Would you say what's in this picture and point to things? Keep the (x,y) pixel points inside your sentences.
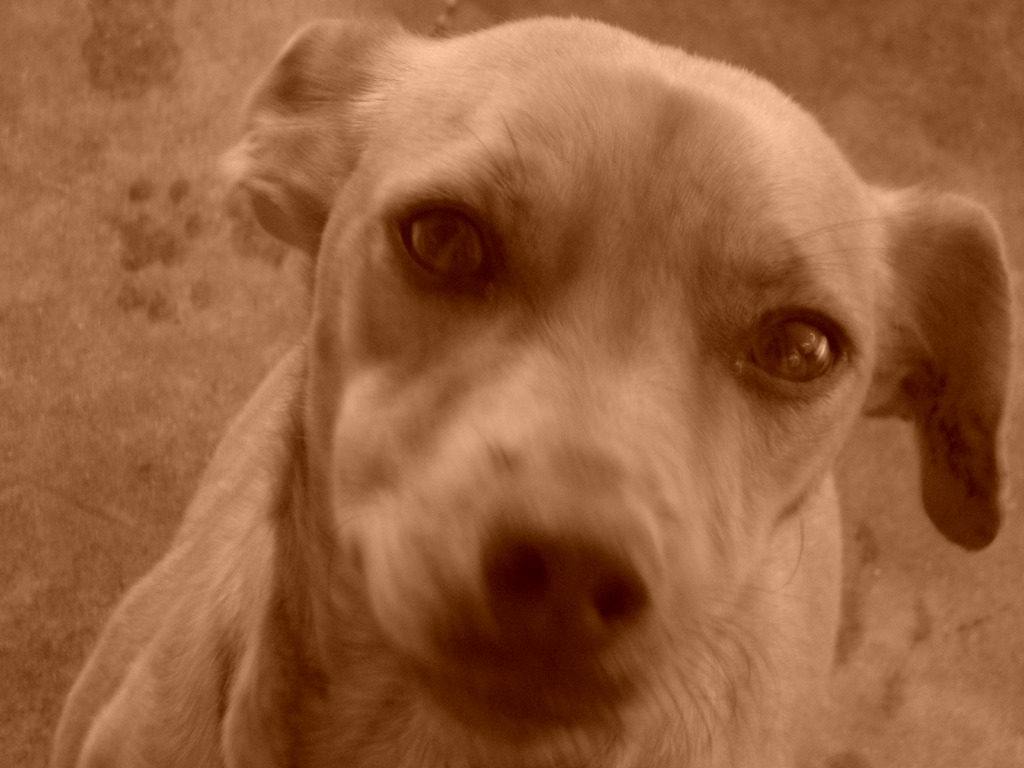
In the image in the center (672,257) we can see one dog (410,387), which is in brown color.
